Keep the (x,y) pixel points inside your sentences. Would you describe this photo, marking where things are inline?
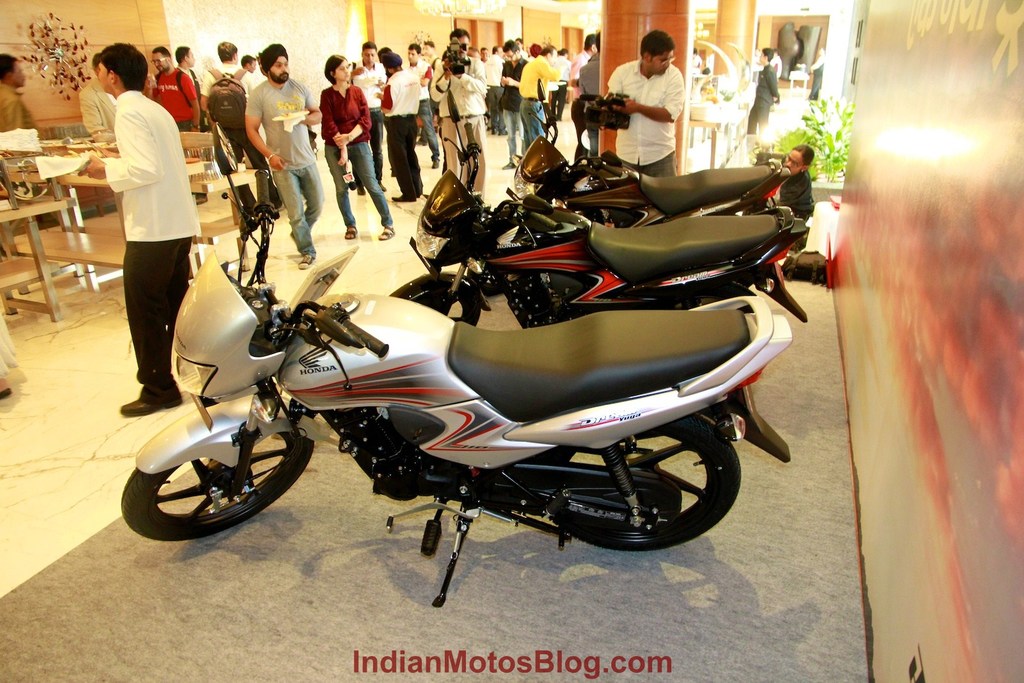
In this image we can see a few people (346,160) among them some are holding the objects (619,95), there are some motorbikes (600,341), pillars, plants (793,132) and tables (40,269), on the right side of the image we can see the wall (987,10).
